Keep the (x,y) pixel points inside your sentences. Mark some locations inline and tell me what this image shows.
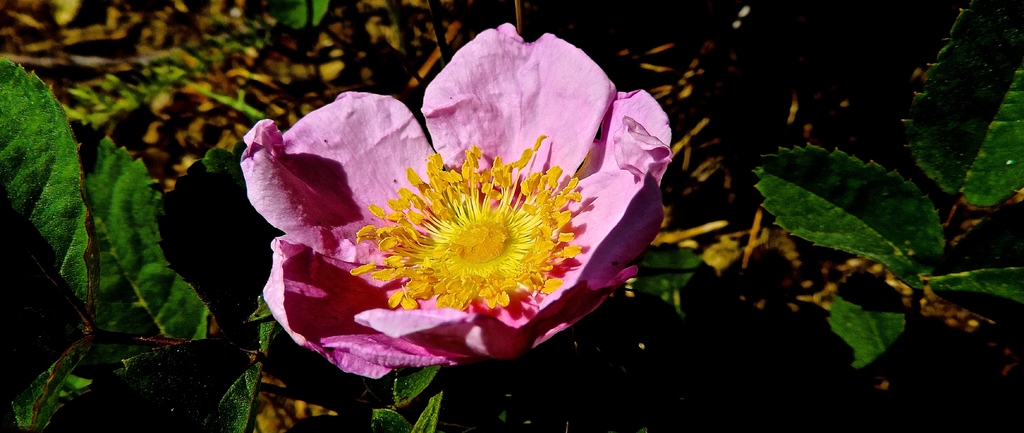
There is a pink color flower (468,100) to a plant (483,108) in the center of the image (580,219) and there are leaves (778,170) on the right (858,246) and left side of the image (143,184).
